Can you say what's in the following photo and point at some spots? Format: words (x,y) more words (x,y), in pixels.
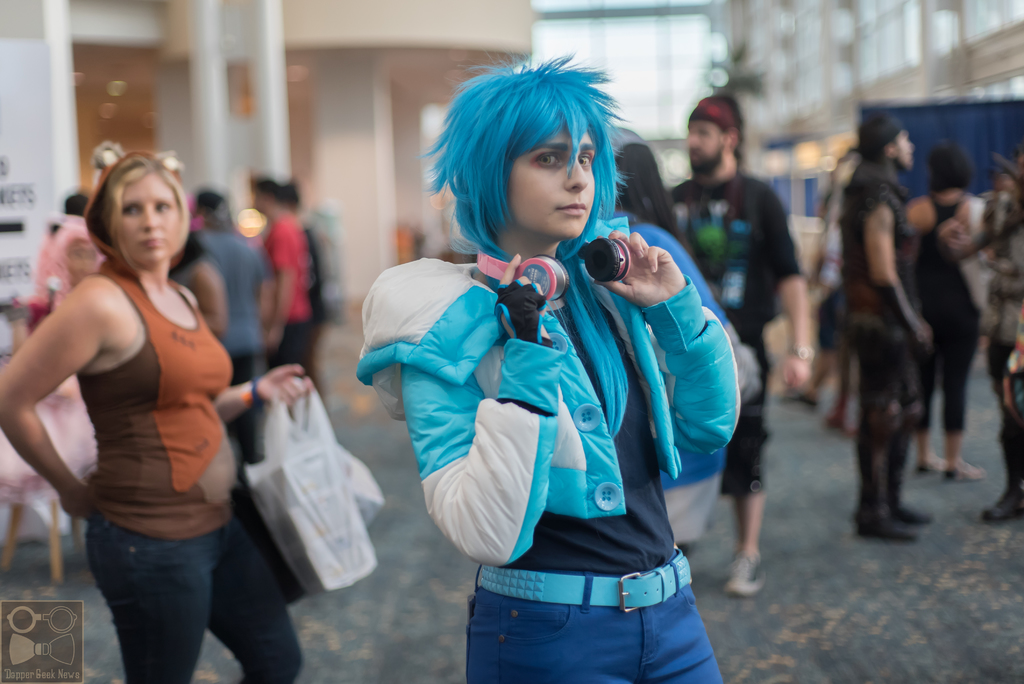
Here is a person (556,537) standing. This person (600,574) wore a jacket (594,509), T-shirt (657,513), belt (664,591), trouser (675,628) and a glove (540,317). This looks like a headset (532,269). In the background (160,451), I can see groups of people (297,242) standing. I think these are the pillars (276,44). At the bottom left corner of the image (20,650), I can see the watermark (33,650).
